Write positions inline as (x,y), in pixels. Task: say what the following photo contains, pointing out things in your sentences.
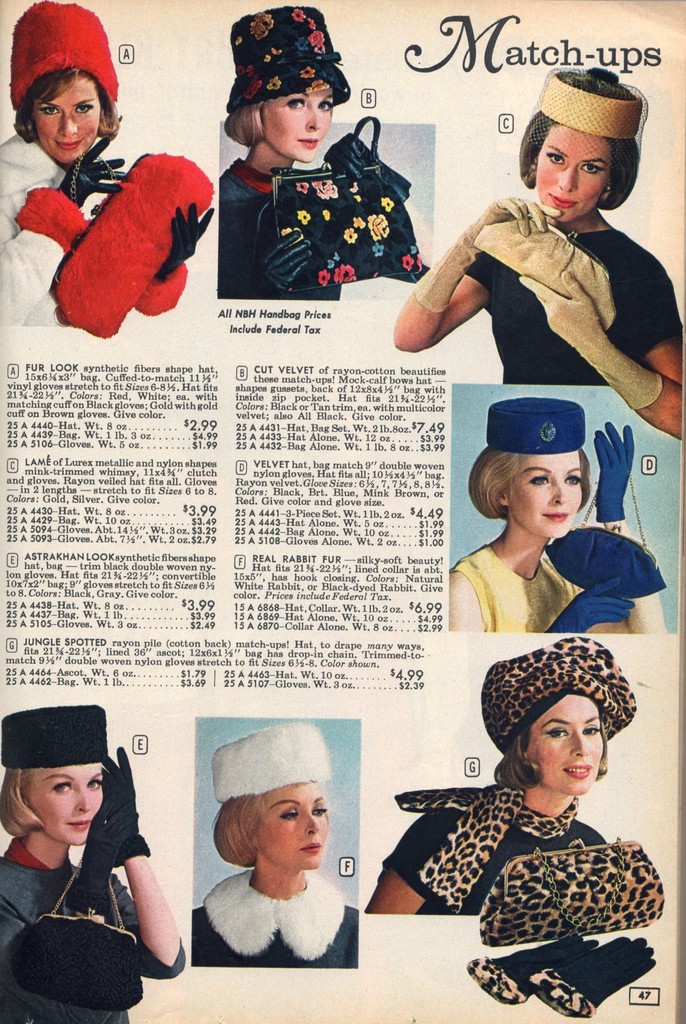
In this picture, we can see a paper (197,566) and on the paper (256,549) there is a woman (66,229) in different costumes (32,874).
